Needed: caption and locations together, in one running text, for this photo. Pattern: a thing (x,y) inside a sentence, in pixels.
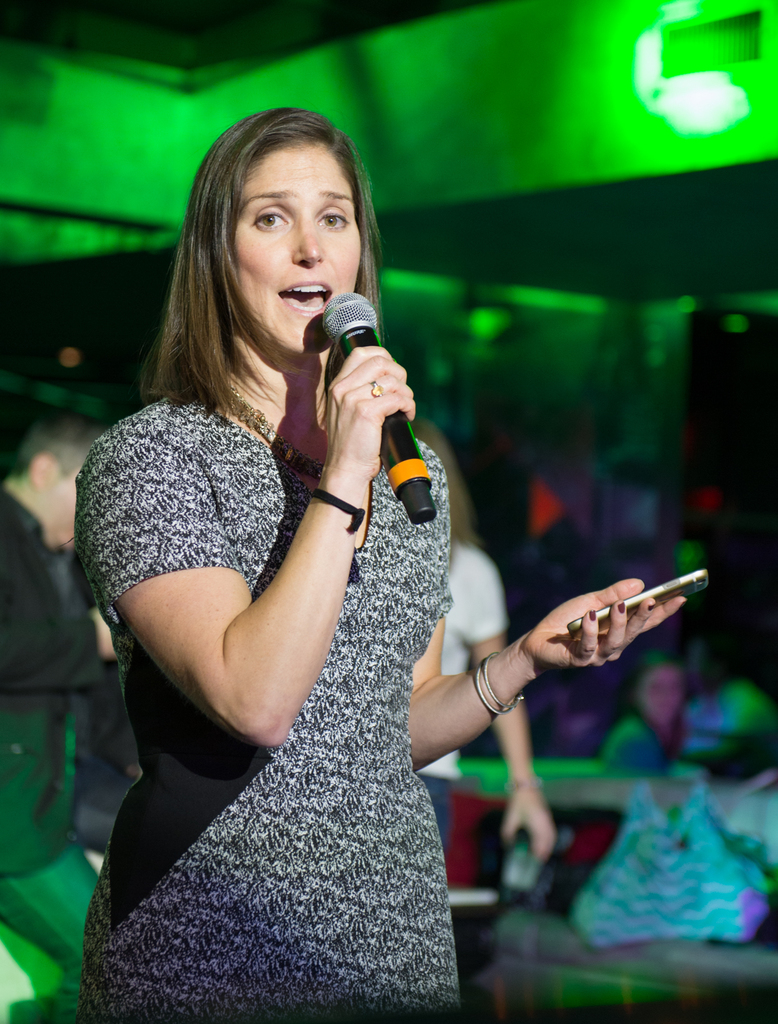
In this image I see a woman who is holding a mic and she is also holding a phone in other hand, In the background (689,485) I see the wall (611,203) and few people (28,877).
